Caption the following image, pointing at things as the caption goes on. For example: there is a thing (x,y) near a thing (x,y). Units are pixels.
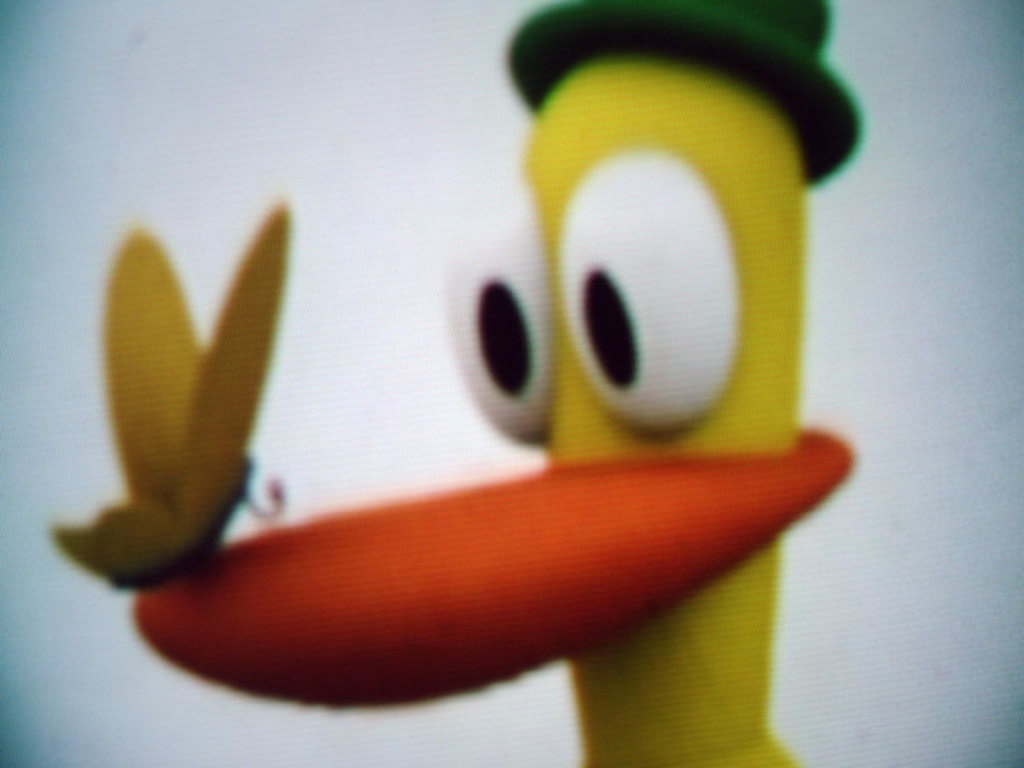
In this image, we can see a cartoon (522,432) and a butterfly (127,438) and the background (891,284) is in white color.
